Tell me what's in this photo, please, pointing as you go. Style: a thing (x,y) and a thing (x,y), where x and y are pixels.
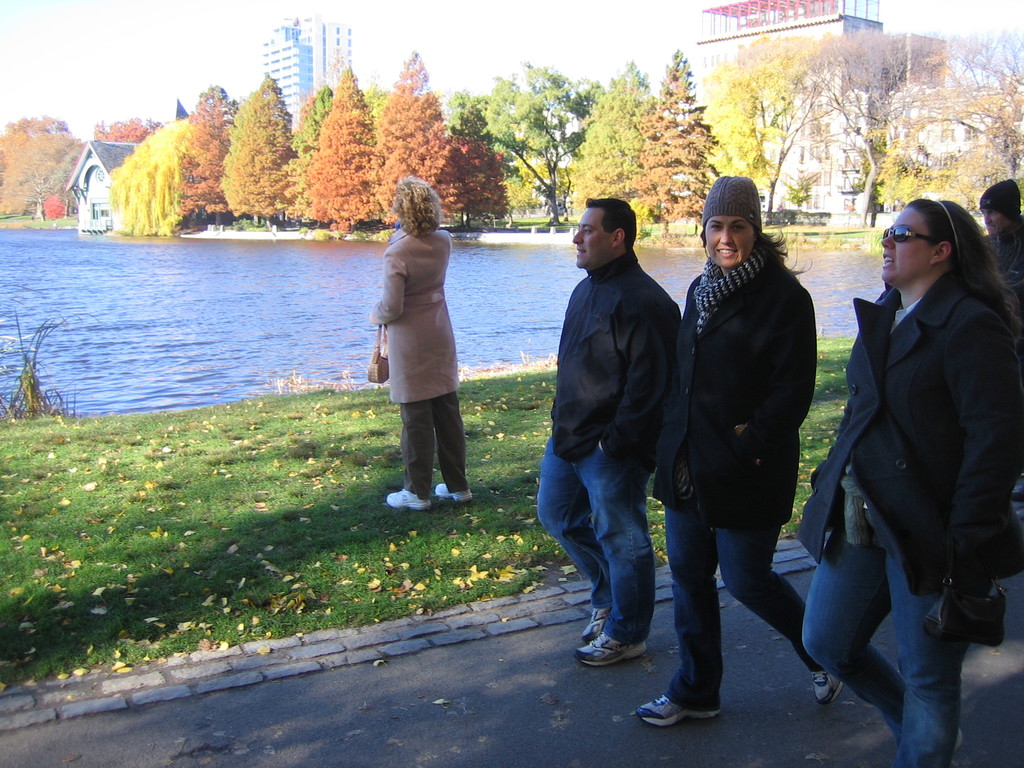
In front of the image there is a group of people (695,554) walking on the road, beside them there is a woman (396,394) standing on the grass surface (362,457) is looking at a river (102,282) in front of her, beside the river (210,354) there are trees (319,166) and buildings (106,143).
